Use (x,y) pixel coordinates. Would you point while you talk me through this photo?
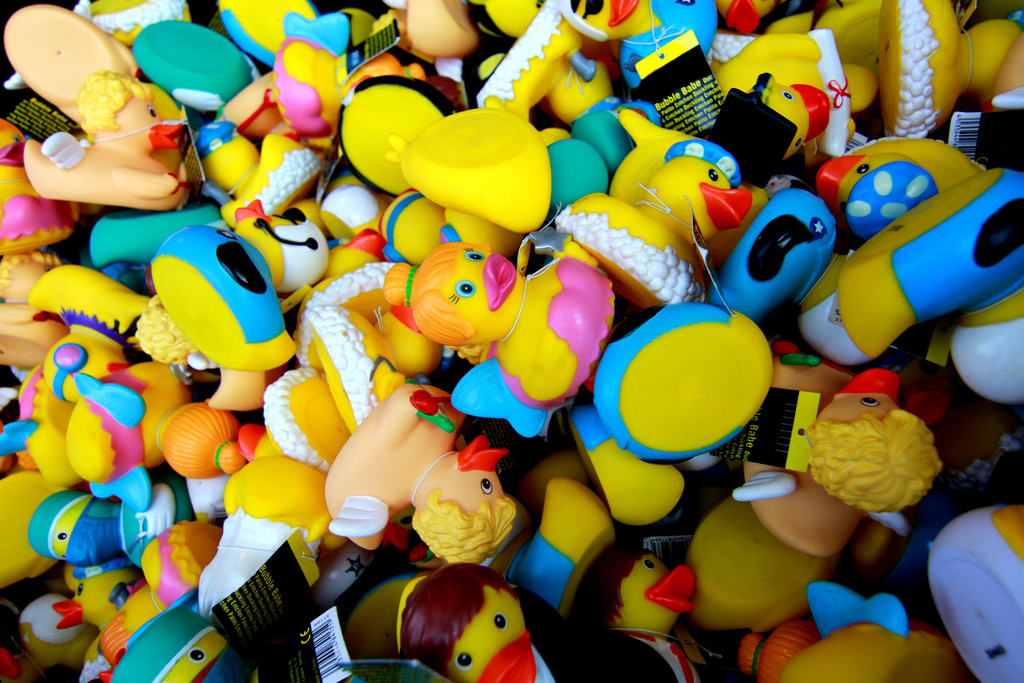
In this image we can see a group of dolls (424,408).
